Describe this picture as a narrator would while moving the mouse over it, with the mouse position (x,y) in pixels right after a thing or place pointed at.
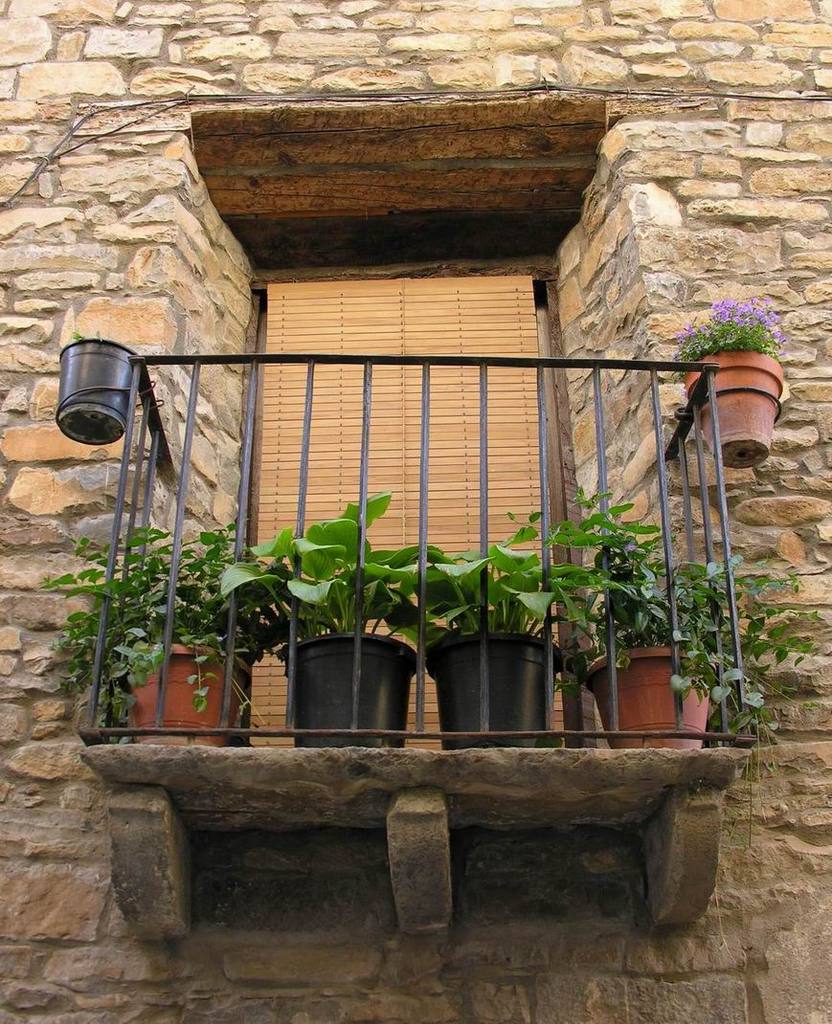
In this picture we can see house plants (196,593), railing (188,436), wall (774,236) and some objects (413,304).
